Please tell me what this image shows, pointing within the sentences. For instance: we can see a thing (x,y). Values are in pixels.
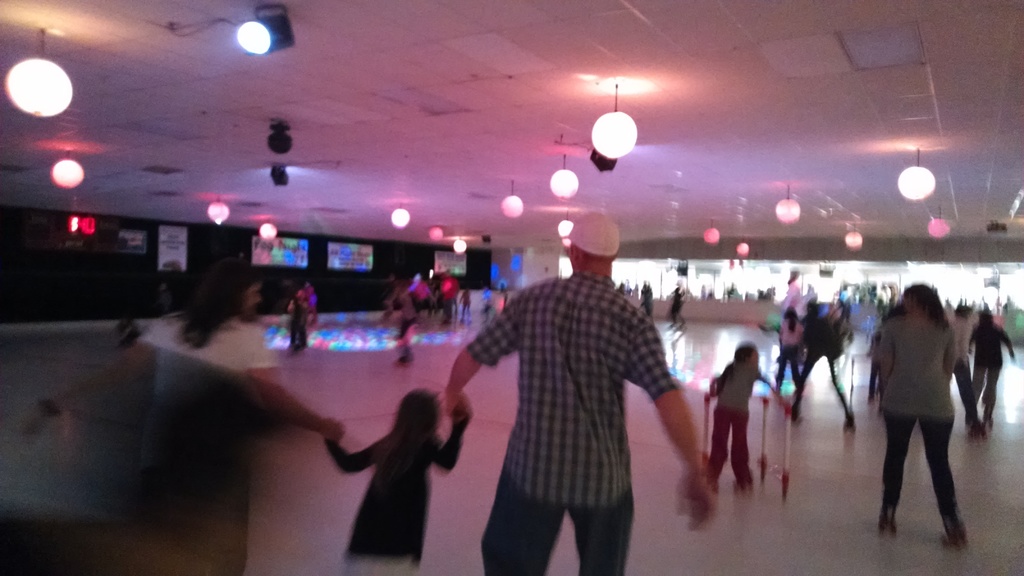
In this image there are few persons (597,354) on the floor (53,364). Few lights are attached to the roof (544,138). There is a person (613,412) holding the hand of a kid (399,463).
